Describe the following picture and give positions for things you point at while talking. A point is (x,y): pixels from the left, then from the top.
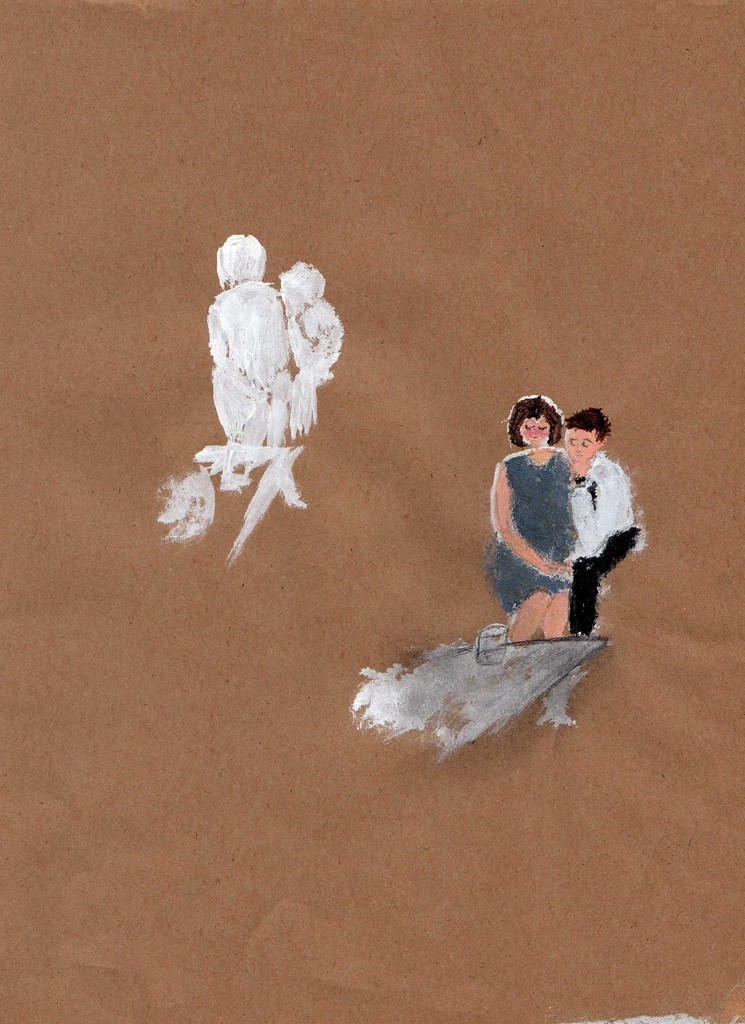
In this picture I can see it looks like a painting, on the right side (512,433) there is a man (584,584) and a woman (535,600).
